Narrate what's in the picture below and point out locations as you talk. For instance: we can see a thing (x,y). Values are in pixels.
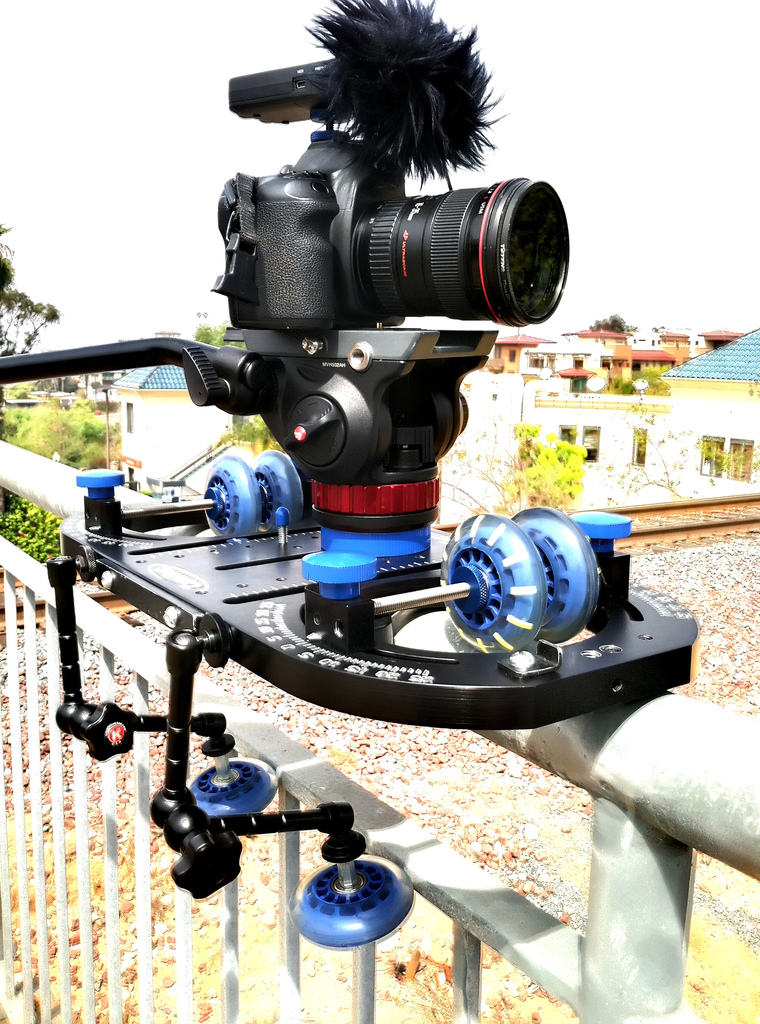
In this image I can see the white colored metal railing (140,882) and on the railing (430,886) I can see a camera (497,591) which is blue, black and red in color. In the background (693,591) I can see the ground (710,565), the railway track (686,531), few trees (471,483), few buildings (187,425) which are white, blue and brown in color and the sky (560,92).
